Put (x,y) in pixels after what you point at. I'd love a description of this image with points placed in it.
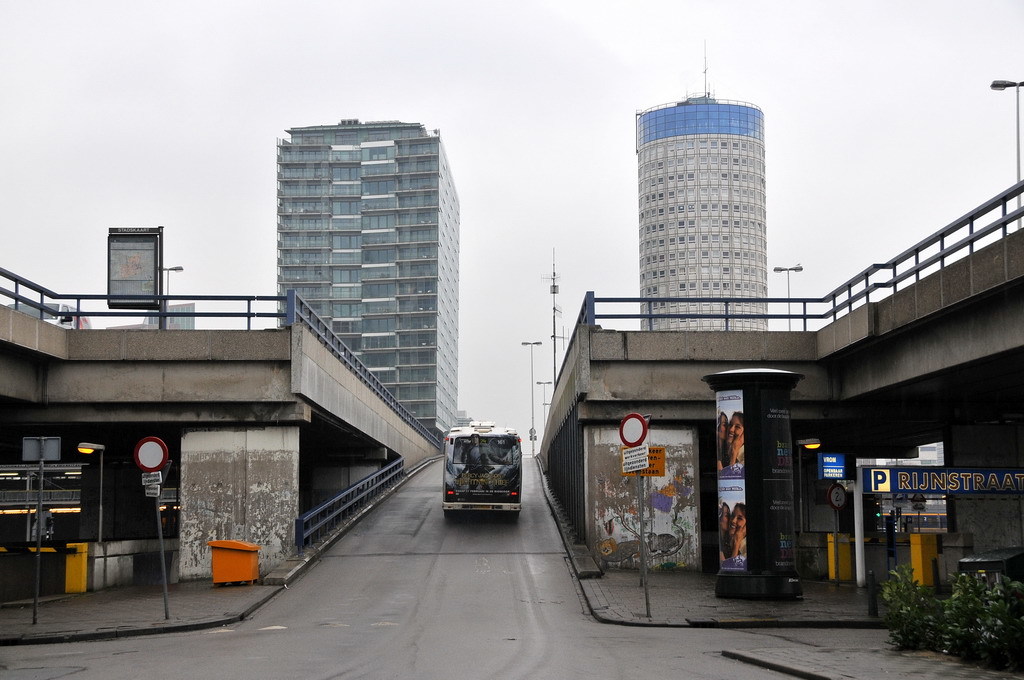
In the foreground (377,399) I can see sign boards (54,451), light poles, plants (914,620), posters (726,543), hoardings (724,529), fence (297,552), bridge (296,405) and a vehicle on the road (564,553). In the background (613,311) I can see buildings (371,279) and the sky (484,181). This image is taken may be on the road (282,662).
